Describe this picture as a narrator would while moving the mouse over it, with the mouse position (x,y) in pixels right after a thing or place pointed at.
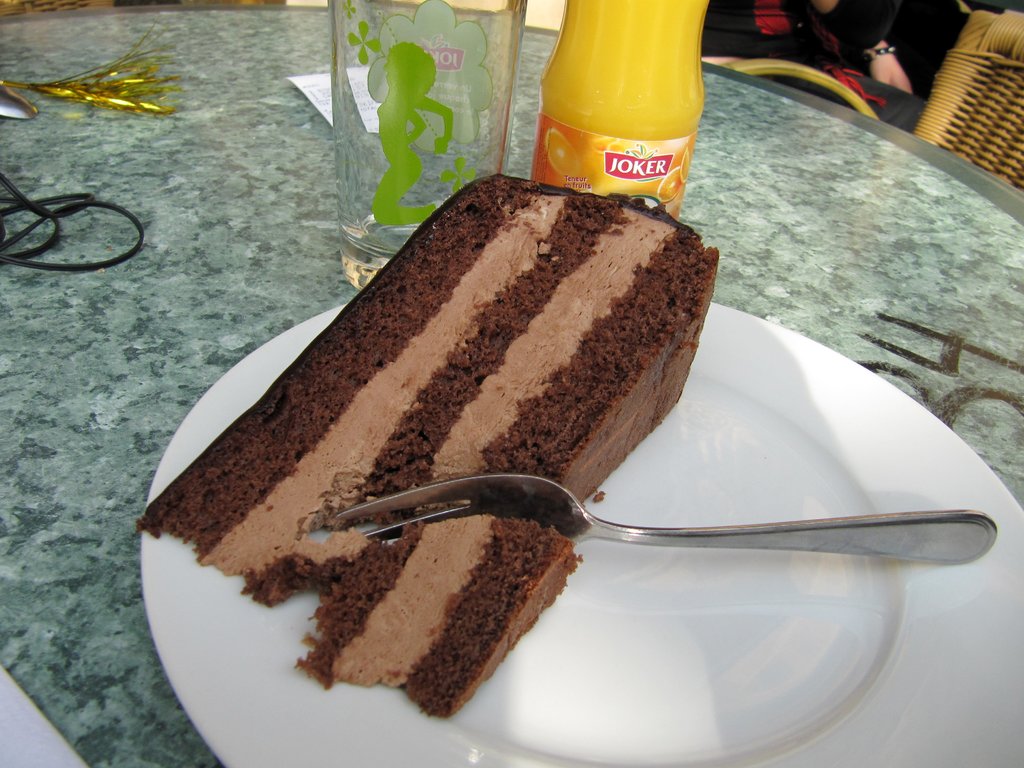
In this image I can see a white colour plate (965,567) in the front (826,607) and on it I can see a piece (403,600) of a cake (501,547) and a fork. On the top side of this image (338,149) I can see a bottle (613,102), a glass (356,32), a white colour paper (333,103) and few other stuff (71,78) on the table (116,273). On the top right corner of this image (832,77) I can see a chair (969,95) and few persons (859,57).
